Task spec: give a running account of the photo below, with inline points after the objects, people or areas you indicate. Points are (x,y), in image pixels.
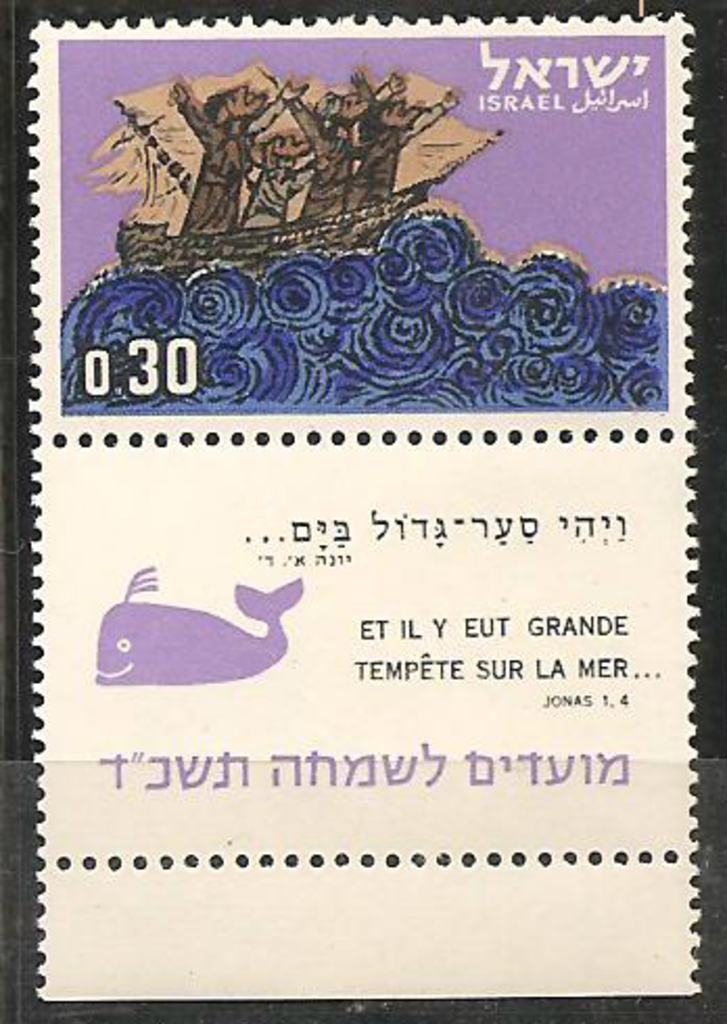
This picture is consists of a postage stamp (239,414) in the image.
